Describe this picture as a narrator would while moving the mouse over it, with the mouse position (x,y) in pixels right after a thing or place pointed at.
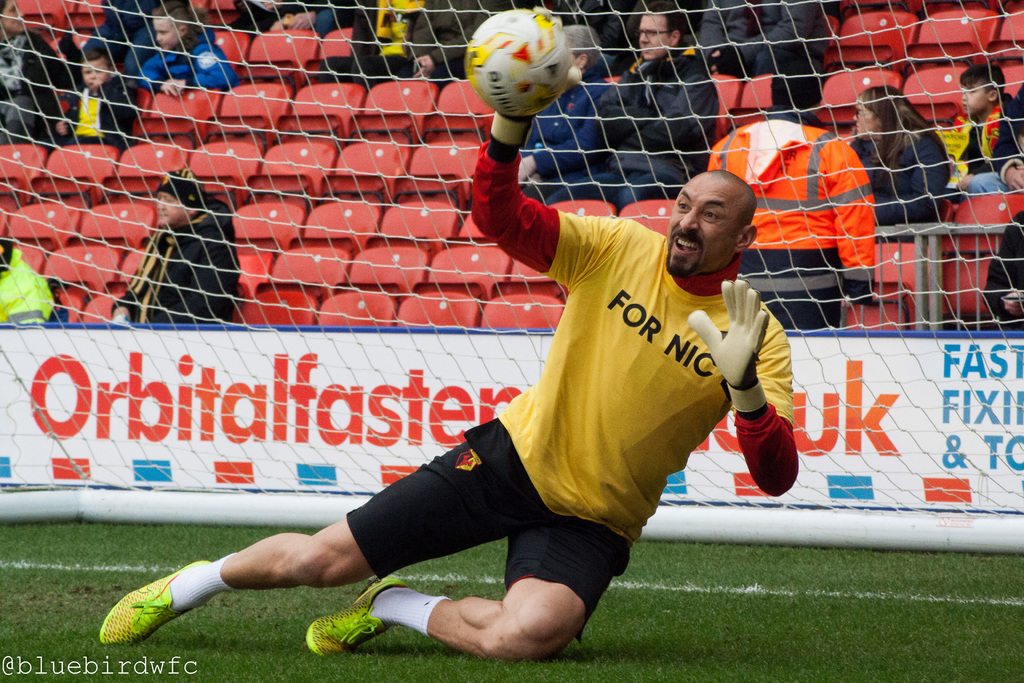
Here a man (590,349) is stopping the ball (524,72). Behind him there is a net (383,337), few people (158,59) sitting on the chair (829,53).
